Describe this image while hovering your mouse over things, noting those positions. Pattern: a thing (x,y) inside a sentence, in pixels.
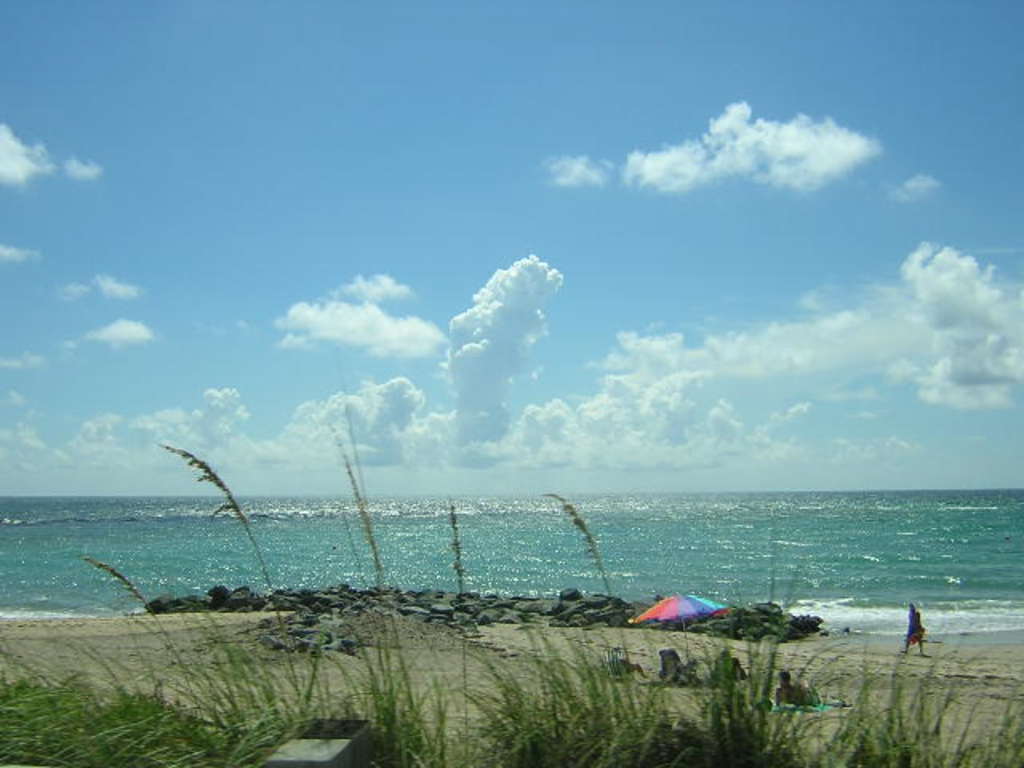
The picture is clicked near a shore (535,635). In the foreground of the picture (245,693) there are plants (135,726), soil (521,659), stones (786,638), people (742,670). In the center of the picture (536,497) there is a water body (274,502). Sky (344,298) is sunny.
